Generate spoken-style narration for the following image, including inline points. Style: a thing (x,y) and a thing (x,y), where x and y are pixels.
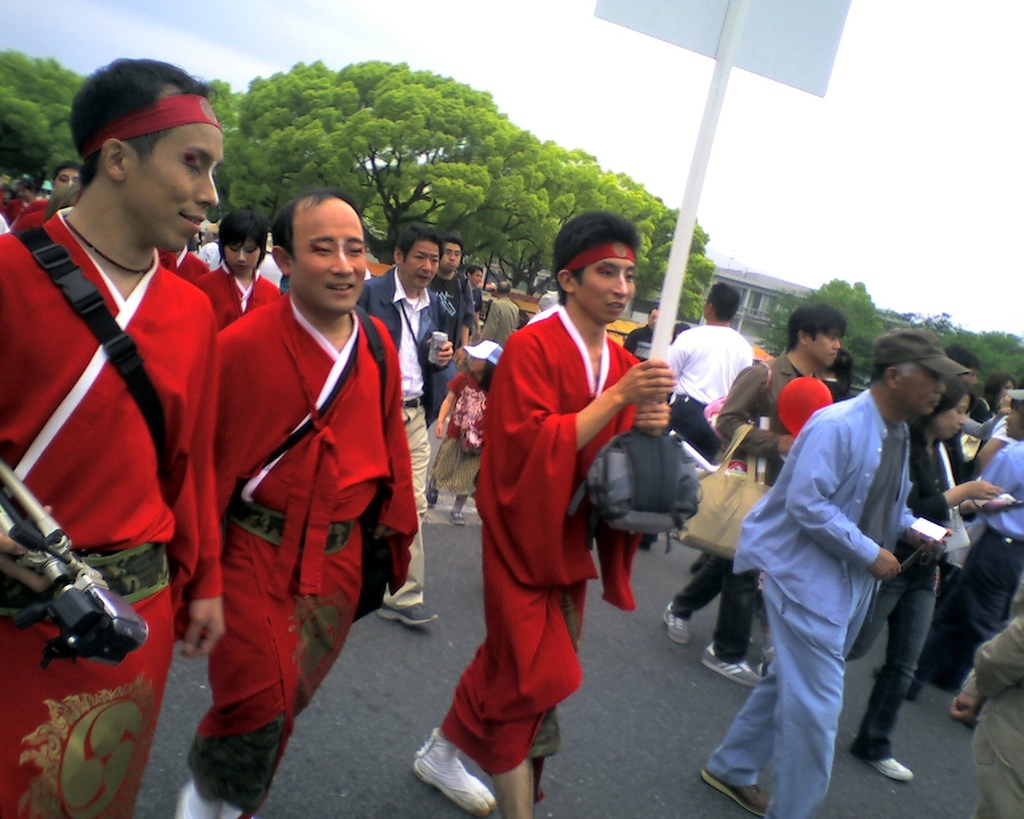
In this image, we can see a group of people (531,668) on the road (588,709). Few people (579,639) are holding some objects (54,535). In the middle of the image (530,421), we can see a person (569,471) holding a pole (648,357) with a board (648,19). In the background (679,70), we can see trees (649,267), building (757,286) and the sky (688,52).
